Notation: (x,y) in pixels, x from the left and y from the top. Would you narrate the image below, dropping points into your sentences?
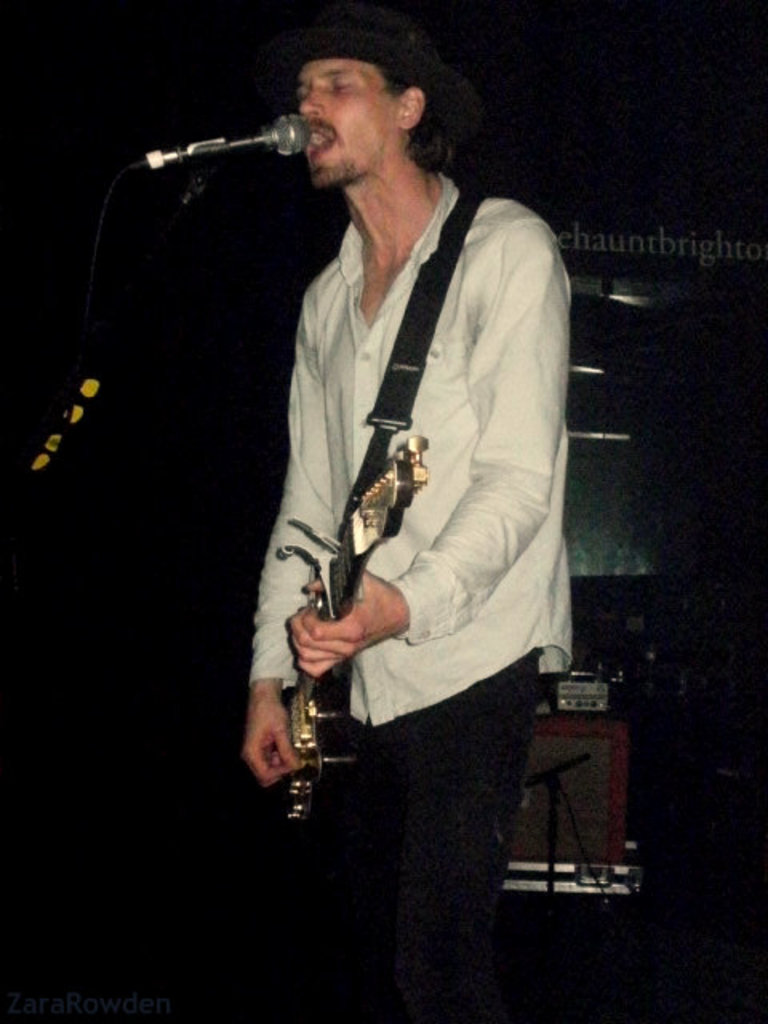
In this image there is a man (522,447) standing and playing a guitar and singing a song in a microphone (287,133).
